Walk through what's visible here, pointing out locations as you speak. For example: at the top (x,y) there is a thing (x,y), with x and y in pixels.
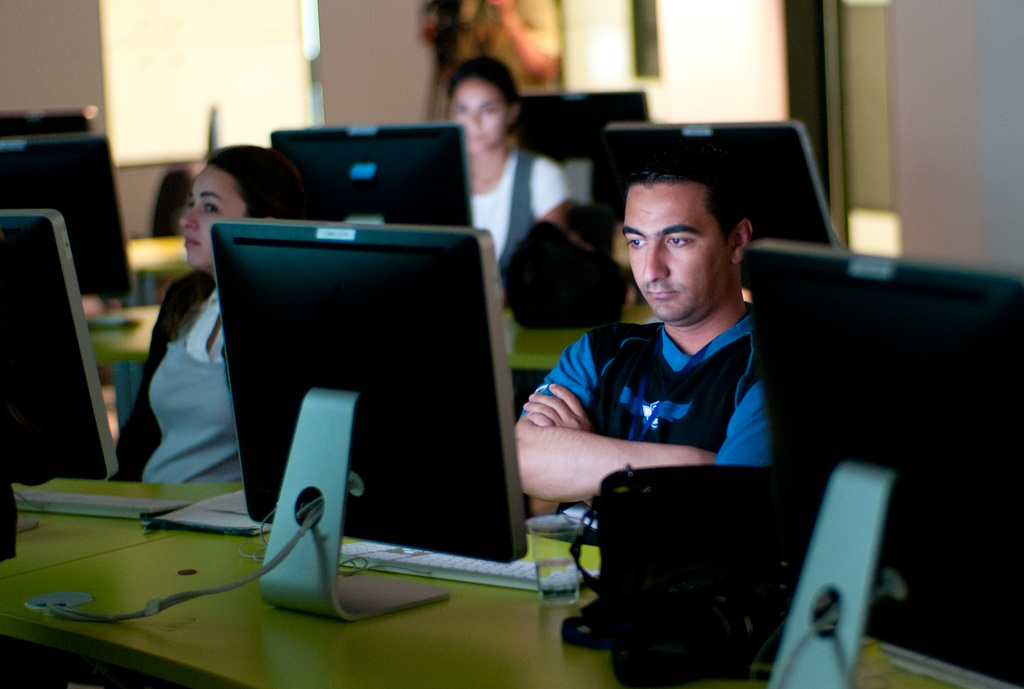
In this image we can see a man (668,396) and woman (202,324). Man (669,289) is wearing blue and black color t-shirt (667,416) and woman (185,380) is wearing grey color dress (186,393) with black coat (172,343). In front of them, green table (323,626) is there. On table (553,670) we can see monitors (411,523), keyboards (390,555), glass bag (541,562) and paper (205,517). Background of the image (490,90), one more woman (499,118) is there and we can see five monitors (432,152).
